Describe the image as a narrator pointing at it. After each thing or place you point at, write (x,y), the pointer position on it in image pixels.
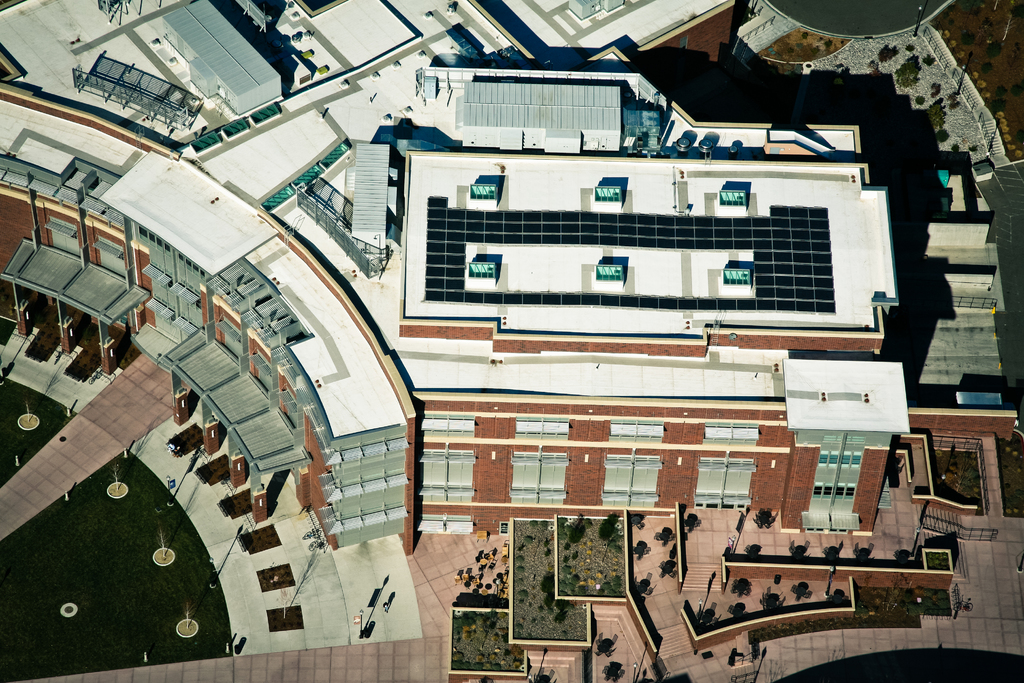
In the image we can see there is a top view of a building (400,262) and there are trees (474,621), plants (602,576) and bushes (493,626).
